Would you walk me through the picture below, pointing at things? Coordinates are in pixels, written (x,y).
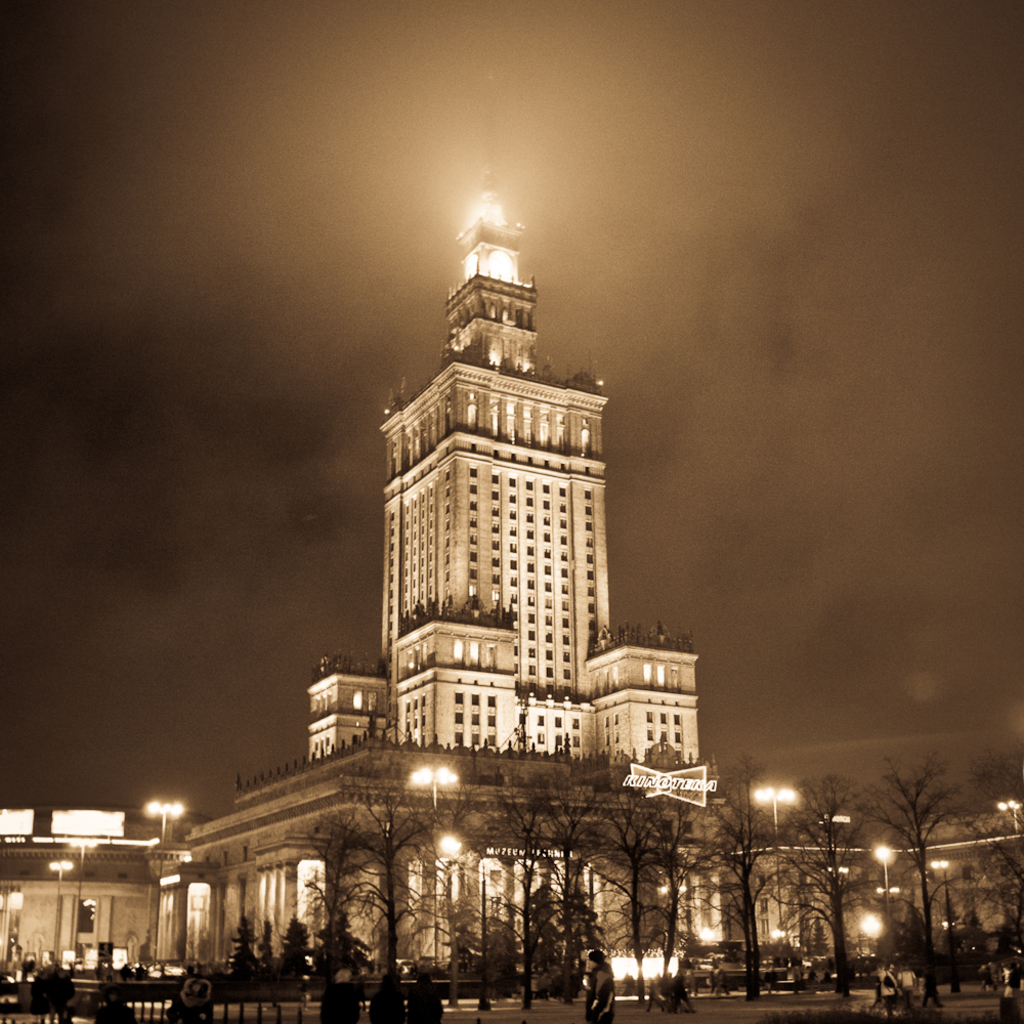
In this picture there is a building (502,413). In the foreground (486,971) there are group of people (660,996) walking and there are trees (754,858) and street lights (879,854) and there are clocks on the wall (466,626). At the top (215,297) there is sky (296,475). At the bottom (766,1008) there is a road (773,997).
